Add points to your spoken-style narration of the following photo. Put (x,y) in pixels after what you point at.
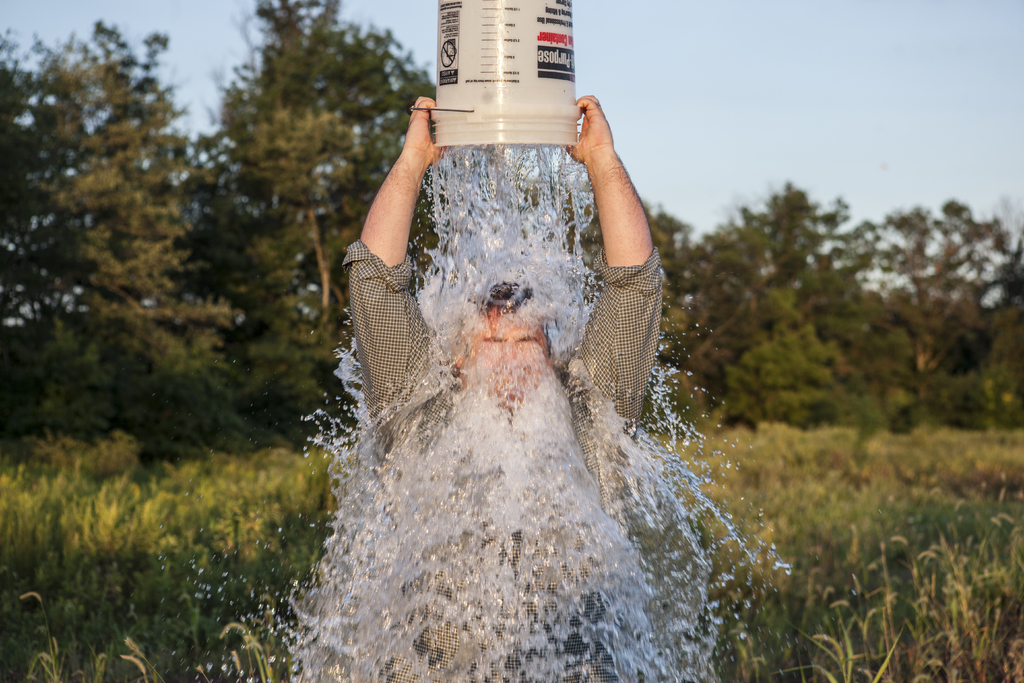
In this picture we can see a man (538,334), he is pouring water (446,336) himself, and he is holding a bucket (509,111), in the background (764,472) we can find few plants (785,439) and trees (858,362).
